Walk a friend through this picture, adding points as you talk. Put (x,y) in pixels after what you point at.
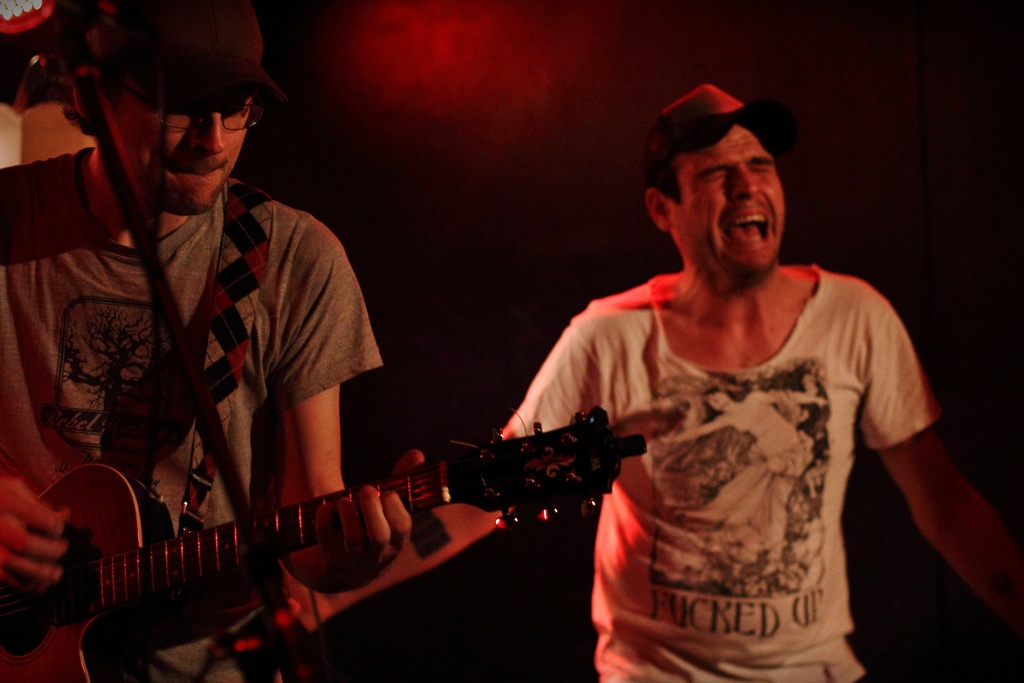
In the image we can see there is a man (152,444) who is holding a guitar (233,554) in his hand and beside him there is a man (710,391) who is wearing a cap (711,122).
